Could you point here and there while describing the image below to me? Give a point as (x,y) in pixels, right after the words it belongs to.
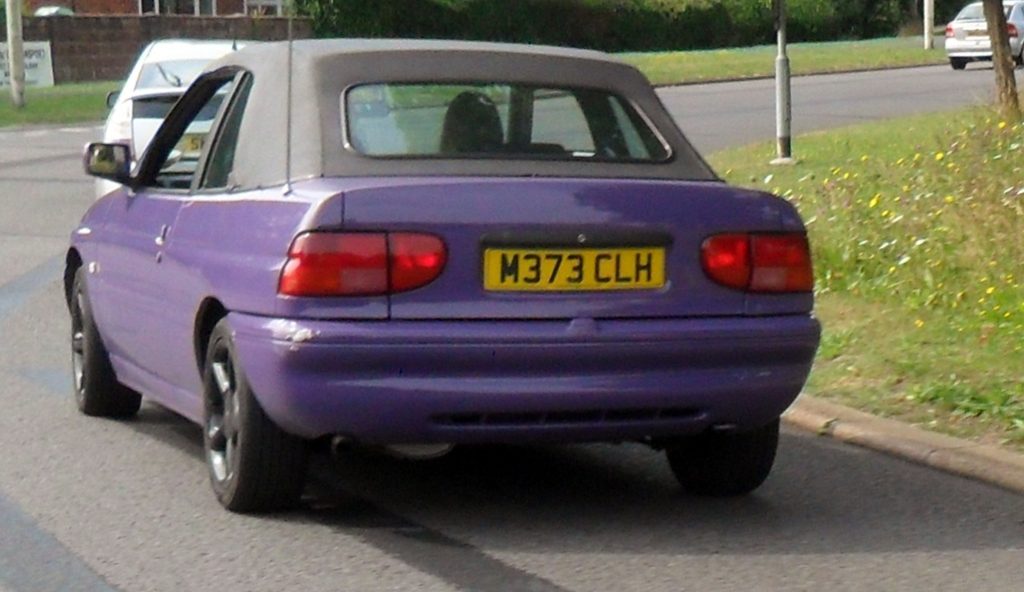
In this image we can see cars (353,156) on the road (484,538). In the background (436,5) there is a building (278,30) and trees (893,28). There is grass (882,287).
